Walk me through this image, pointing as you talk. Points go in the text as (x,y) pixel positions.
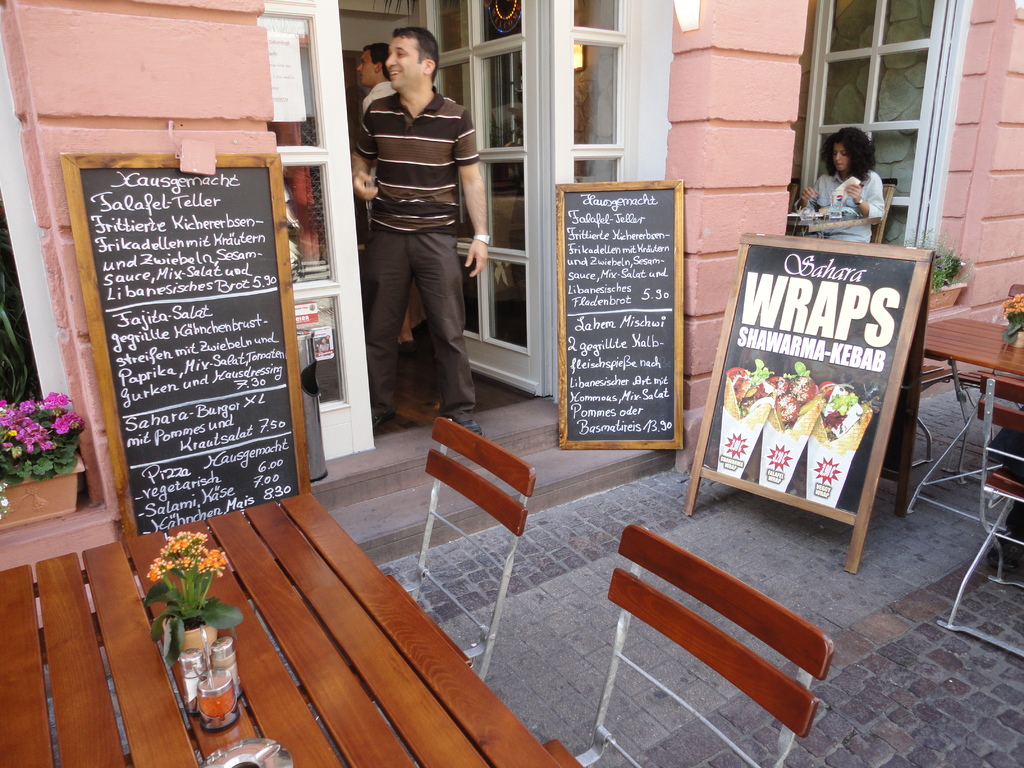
There are two blackboards (222,277) which has something written on it and there is a person (440,196) standing in between them and there is a table (263,592) and chairs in left (287,650) and right corners.
